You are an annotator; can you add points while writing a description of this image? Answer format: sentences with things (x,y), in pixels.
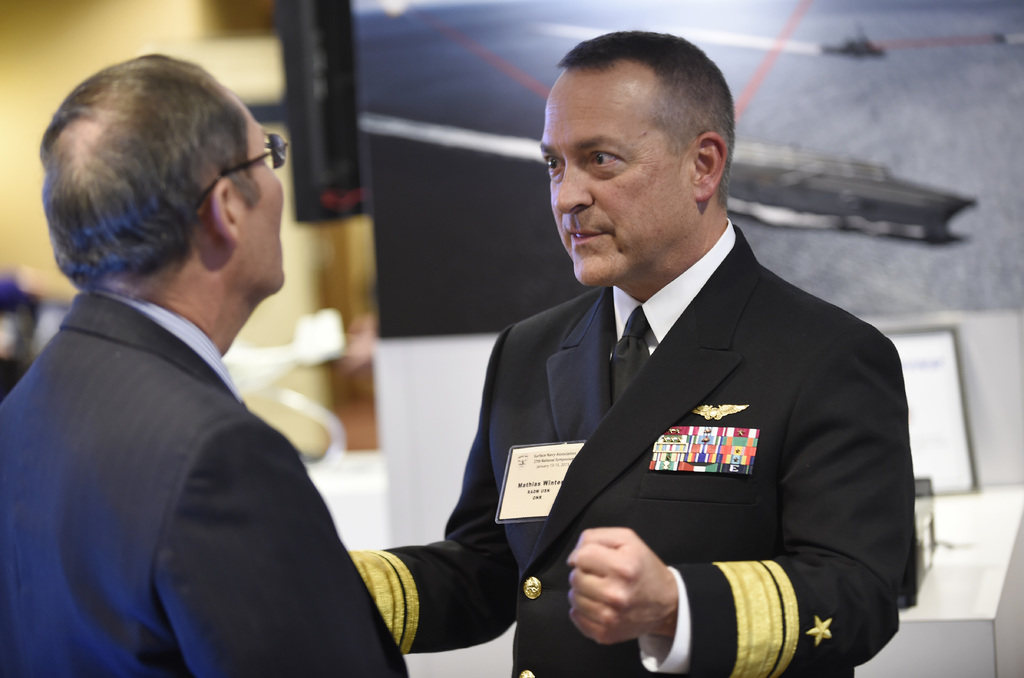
In this image we can see two people (620,466) with suits (306,538). In the background (905,288) we can see a board (919,401) on the white surface (990,517).
